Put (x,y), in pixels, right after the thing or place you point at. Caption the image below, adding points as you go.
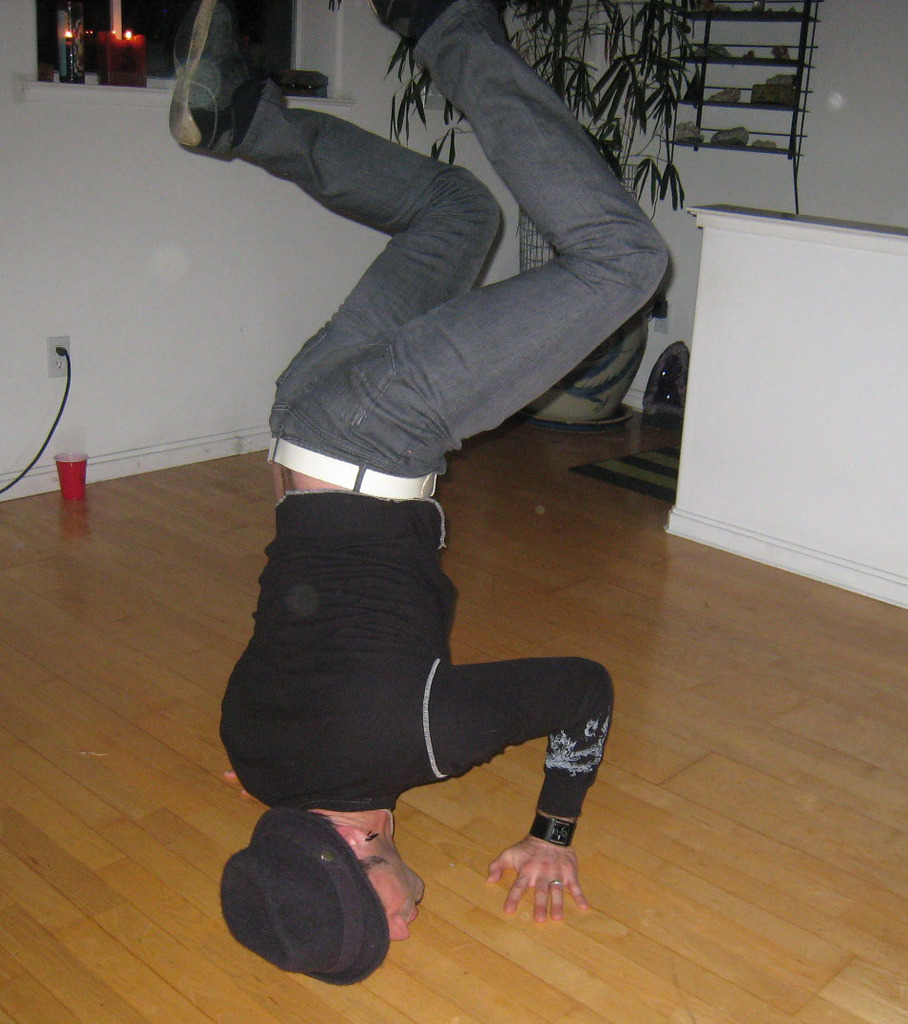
In the middle of the image (489,423) a man (197,29) is doing something. Behind him there is a plant (580,412), table (862,237), cup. Behind them there is a wall (29,60), on the wall (31,49) there are some candles (124,73).
